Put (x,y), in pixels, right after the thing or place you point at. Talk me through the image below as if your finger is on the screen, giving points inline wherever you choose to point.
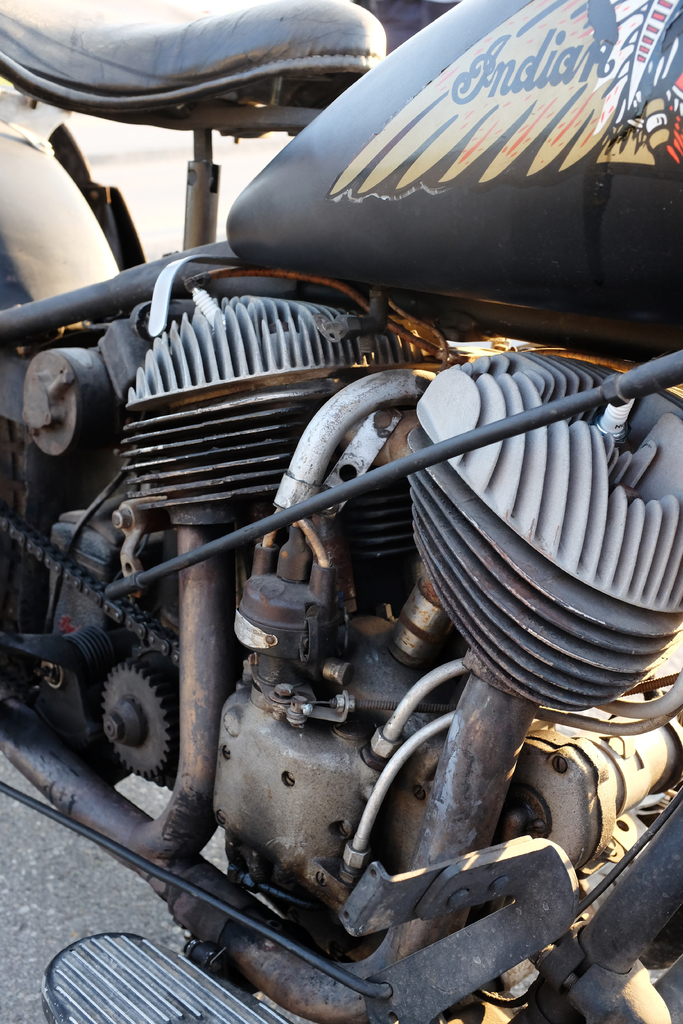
In this image we can see a bike (193,881) on the road (31,927).
